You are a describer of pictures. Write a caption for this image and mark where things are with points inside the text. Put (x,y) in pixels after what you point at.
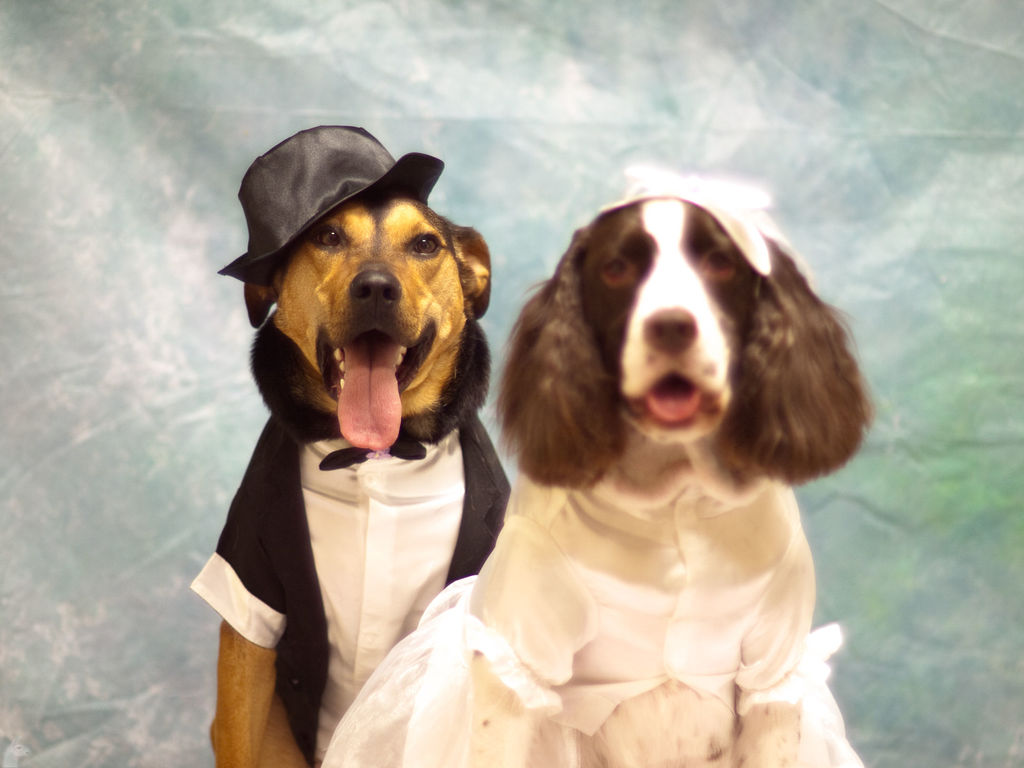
In this image, I can see two dogs (475,628) with costumes (484,637). In the background (110,467), It looks like a cloth (501,64).
